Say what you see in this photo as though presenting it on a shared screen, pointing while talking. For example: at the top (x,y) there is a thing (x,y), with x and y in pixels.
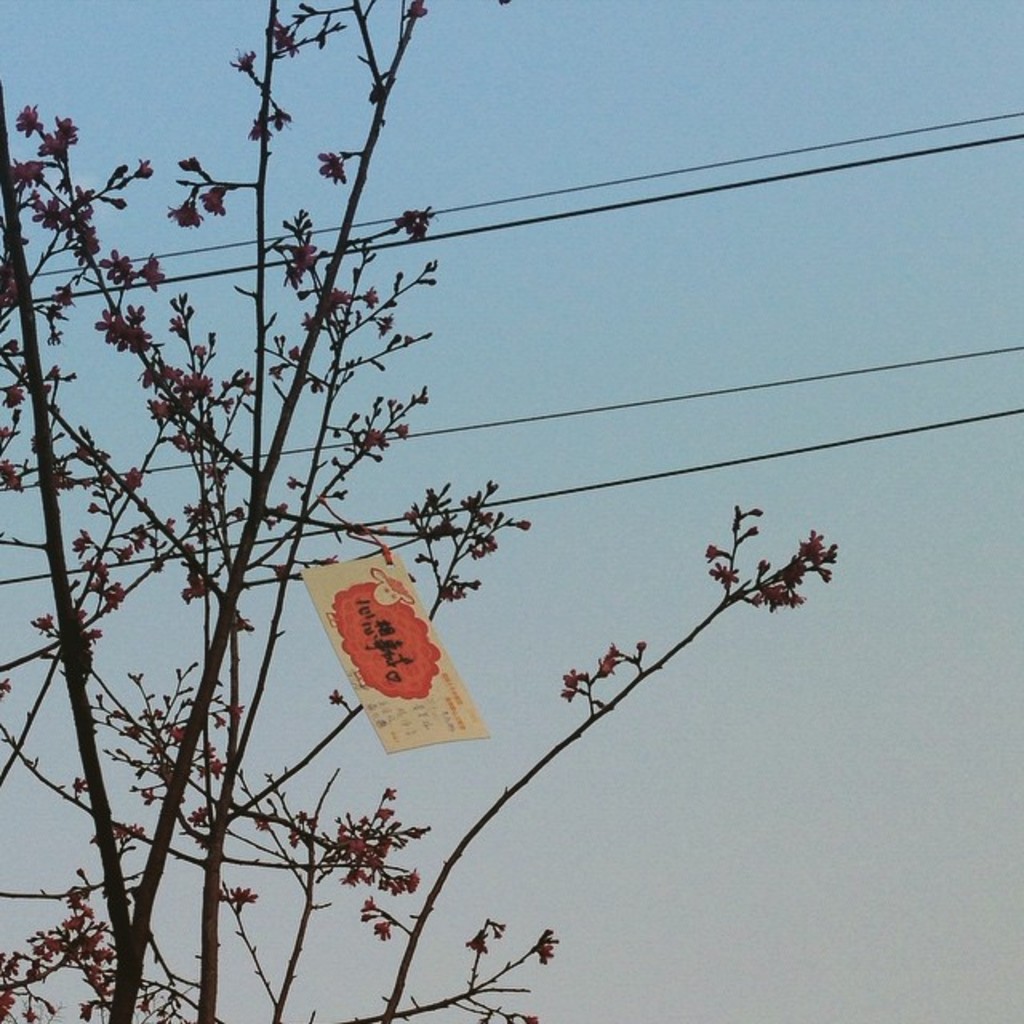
In this image, we can see some trees (179,431), wires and a poster (442,736). We can also see the sky (704,334).
